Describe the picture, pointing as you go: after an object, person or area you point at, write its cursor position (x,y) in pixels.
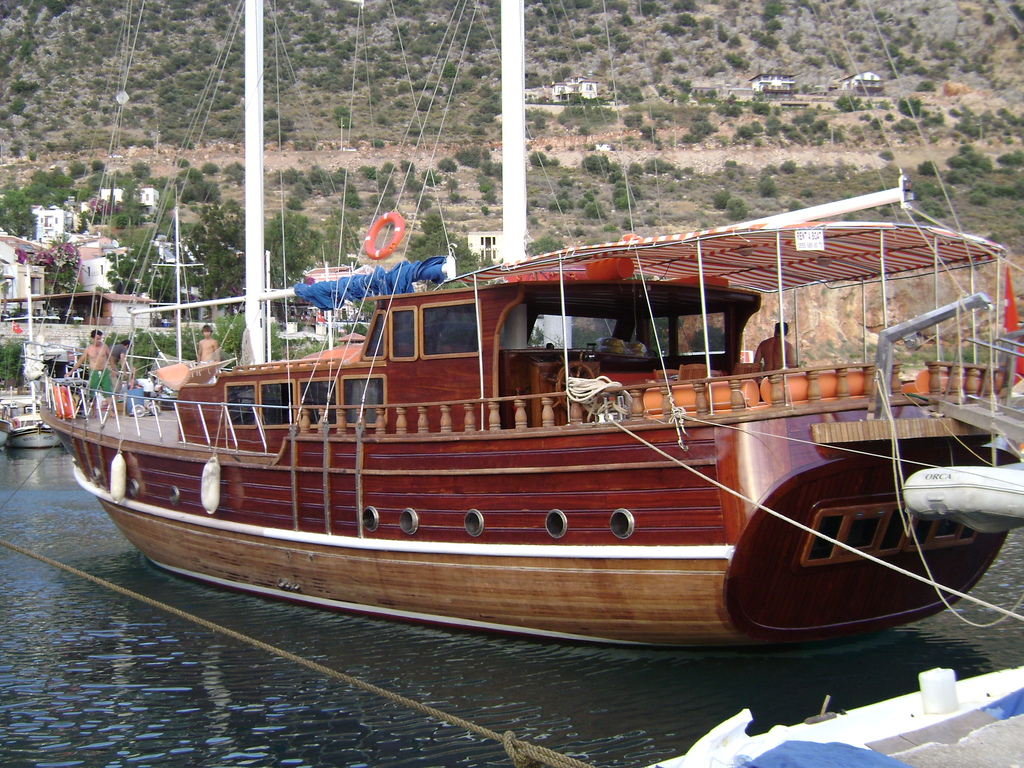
In this image we can see a boat (415,429) in the water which is tied with a rope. We can also see a group of people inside the boat (565,383). On the backside (543,240) we can see a group of trees (280,277), houses (93,273) with roof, poles (30,265) and the hill (774,96). On the bottom of the image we can see a rope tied to a boat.
